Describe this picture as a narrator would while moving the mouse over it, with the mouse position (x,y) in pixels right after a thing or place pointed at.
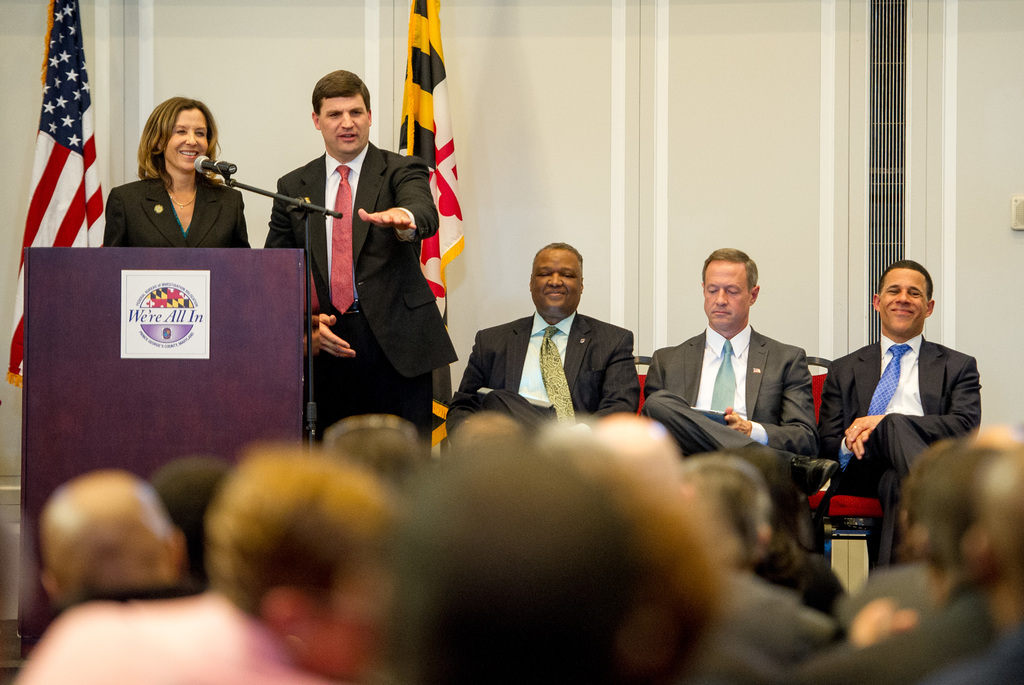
In this image, we can see a group of people (977,637). Few are sitting on the chairs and smiling. Left side of the image (184,202), we can see a woman (182,197) is there behind the podium (178,412). Here we can see sticker (178,298), microphone (222,165) with stand (329,214). Background (84,176) we can see two flags (436,134), wall (399,77). At the bottom of the image (955,568), we can see a blur view.
